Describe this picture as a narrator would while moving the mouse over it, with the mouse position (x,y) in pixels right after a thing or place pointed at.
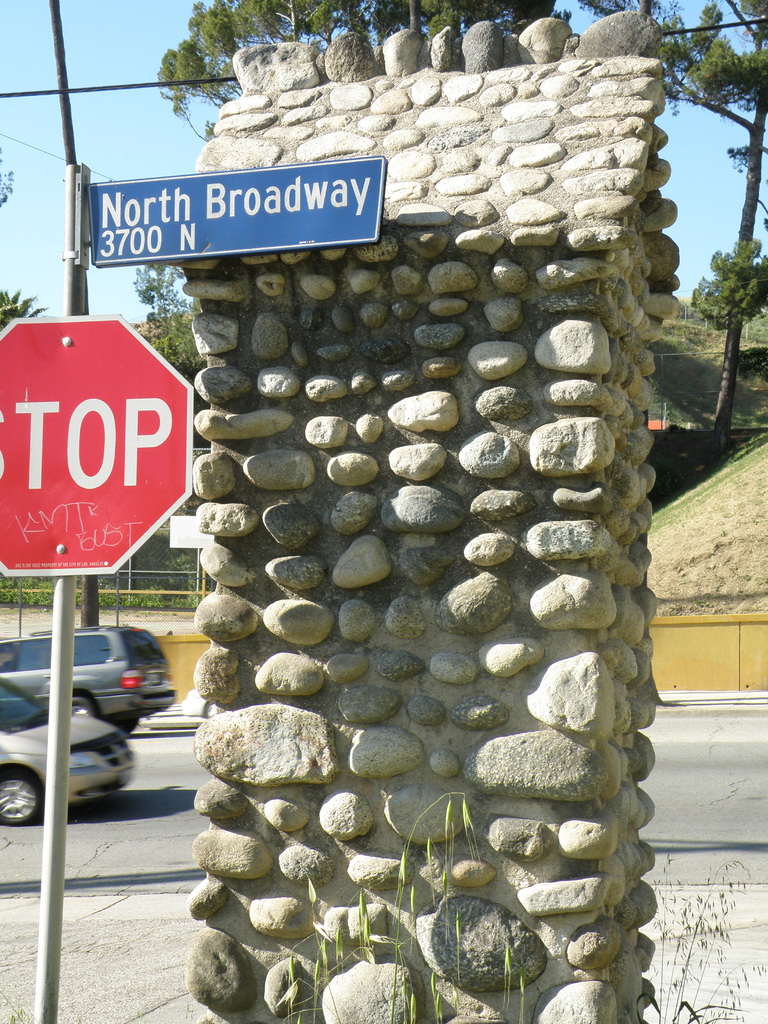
In the center of the image (359,667) there is a pillar (613,928) constructed with stones (404,493). Beside it there is a sign board (8,537). In the background of the image (437,7) there are trees (704,58). There is a wall (742,634). There are vehicles (123,756) on the road (724,744).
